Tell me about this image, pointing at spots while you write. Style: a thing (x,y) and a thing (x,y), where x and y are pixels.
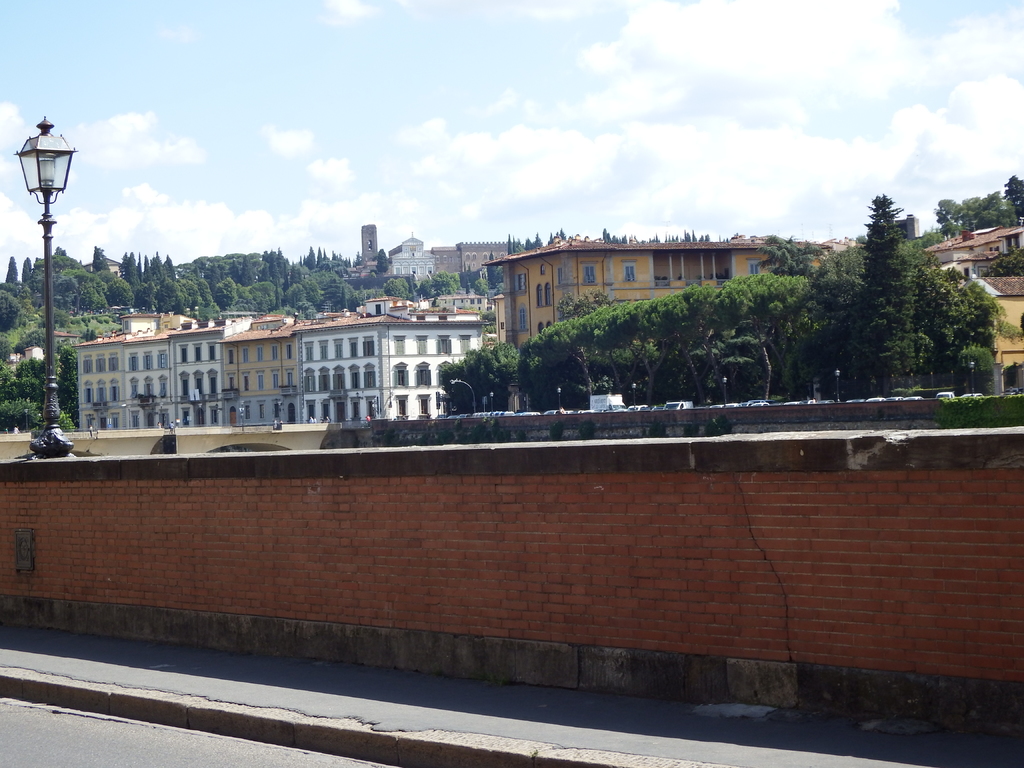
This is an outside view. At the bottom (105,743) there is a road (128,766) and also I can see a wall (95,569). In the background (264,330) there are many buildings (124,355) and trees (837,348). On the left side (50,292) there is a light pole (43,156). At the top of the image (301,111) I can see the sky (592,100) and clouds (667,75).
